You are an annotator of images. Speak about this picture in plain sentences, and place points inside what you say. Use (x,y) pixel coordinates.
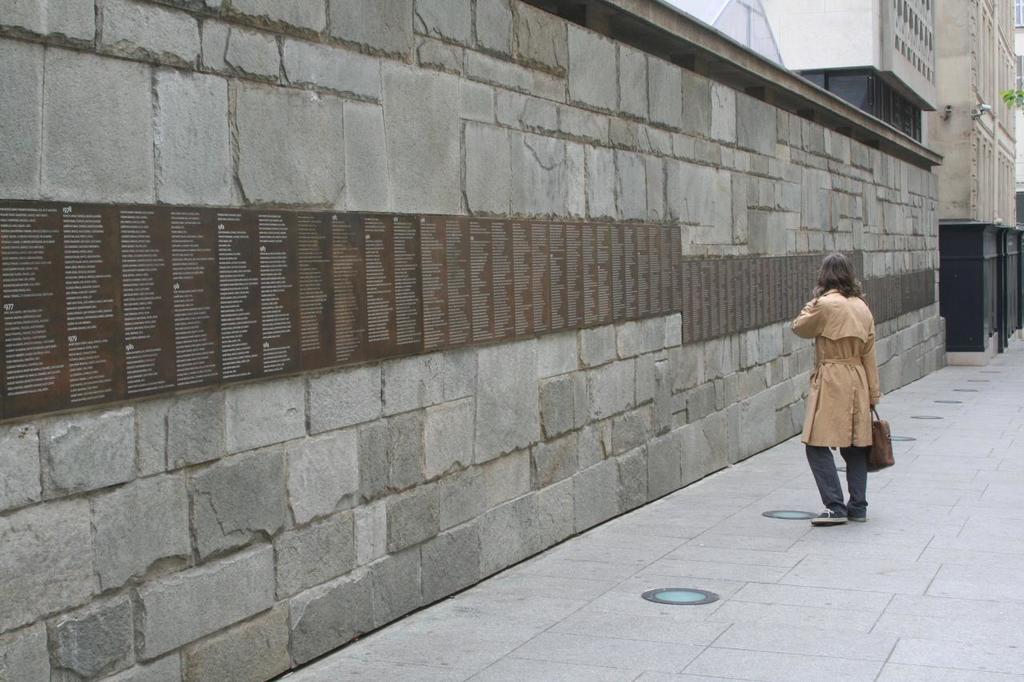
In this image I can see a woman (821,412) is standing on the right side (860,383) and I can see she is holding a bag (874,446). I can also see she is wearing cream colour jacket (863,364), pant (823,469) and shoes (846,512). On the left side of this image (227,354) I can see the wall (681,228) and on it I can see number of boards (697,265). On these boards (624,277) I can see something is written. On the top right side of this image (942,69) I can see few buildings (962,100) and I can also see few green colour leaves (1014,92) on the right side (1011,93). I can also see number of round things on the ground (887,519).
